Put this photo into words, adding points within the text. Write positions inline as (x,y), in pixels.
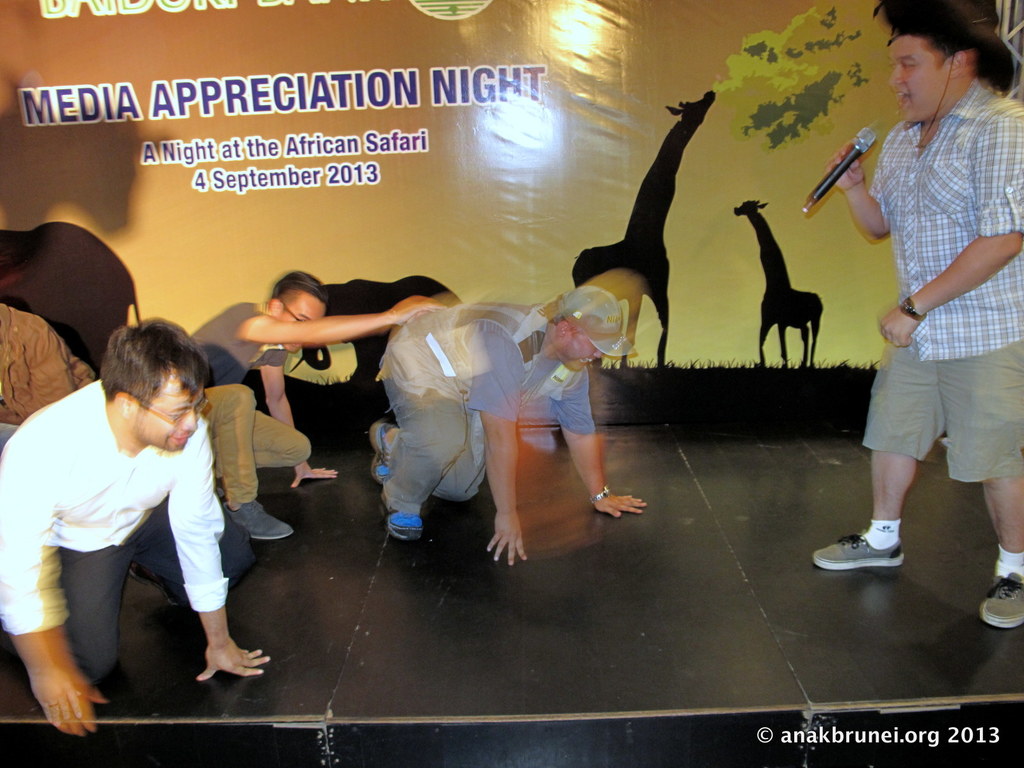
In this image I can see few people (892,84) and on the right side (1005,140) I can see one man (969,33) is standing and I can see he is holding a mic (861,140). I can also see he is wearing shirt (907,176), shorts (921,386), white socks (897,539), shoes (877,557) and a hat (987,12). In the background (858,30) I can see a board (109,245) and on it I can see something is written. I can also see few depiction pictures (634,369) on the board (677,260) and on the bottom right side of this image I can see a watermark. I can also see this image is little bit blurry.
